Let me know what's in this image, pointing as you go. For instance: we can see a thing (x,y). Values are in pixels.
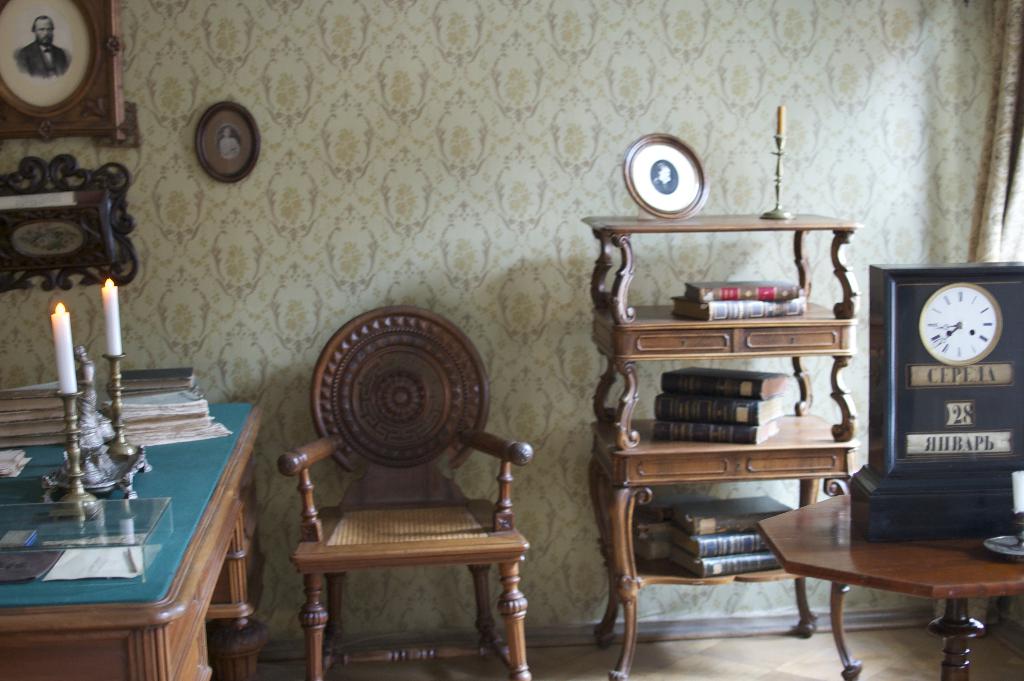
As we can see in the image, there are photo frames (49,39), chair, table (211,414). On table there are books (130,379) and candles (111,348) and on the right side (714,475) there is a book (722,513) and a rack (632,430).
